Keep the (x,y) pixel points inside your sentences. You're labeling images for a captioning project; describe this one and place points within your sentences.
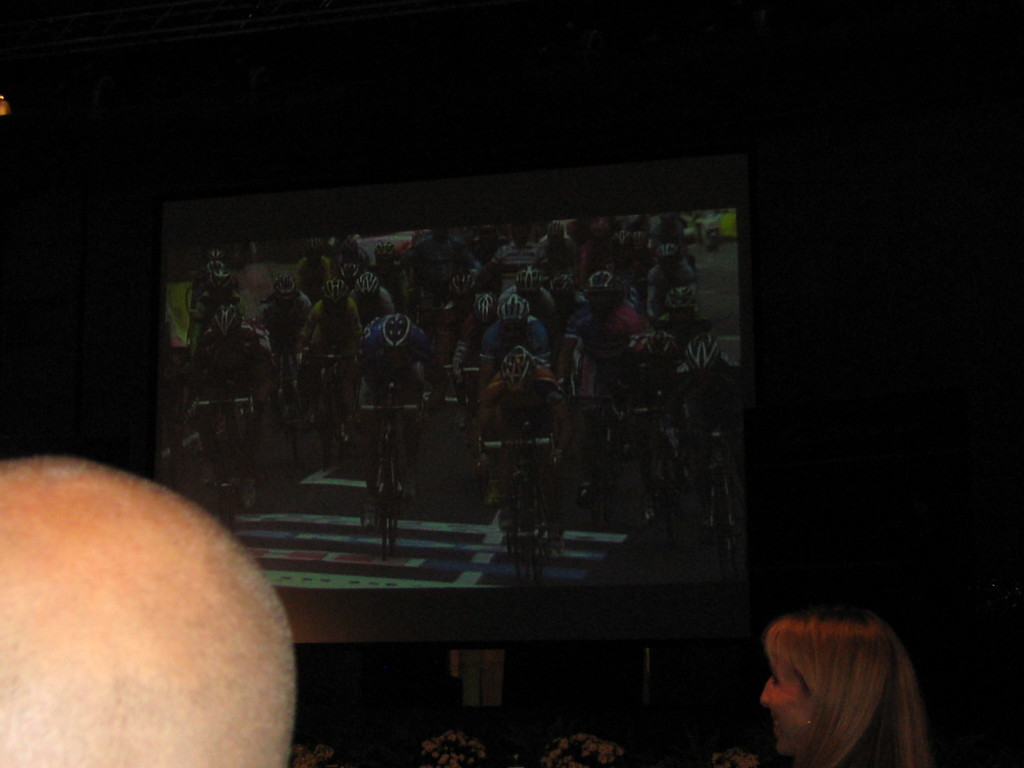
In this image I can see the person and I can also see the screen (347,309). In the screen (442,292) I can see few people (406,422) riding bicycles (608,445) and I can see the dark background (1,32).
